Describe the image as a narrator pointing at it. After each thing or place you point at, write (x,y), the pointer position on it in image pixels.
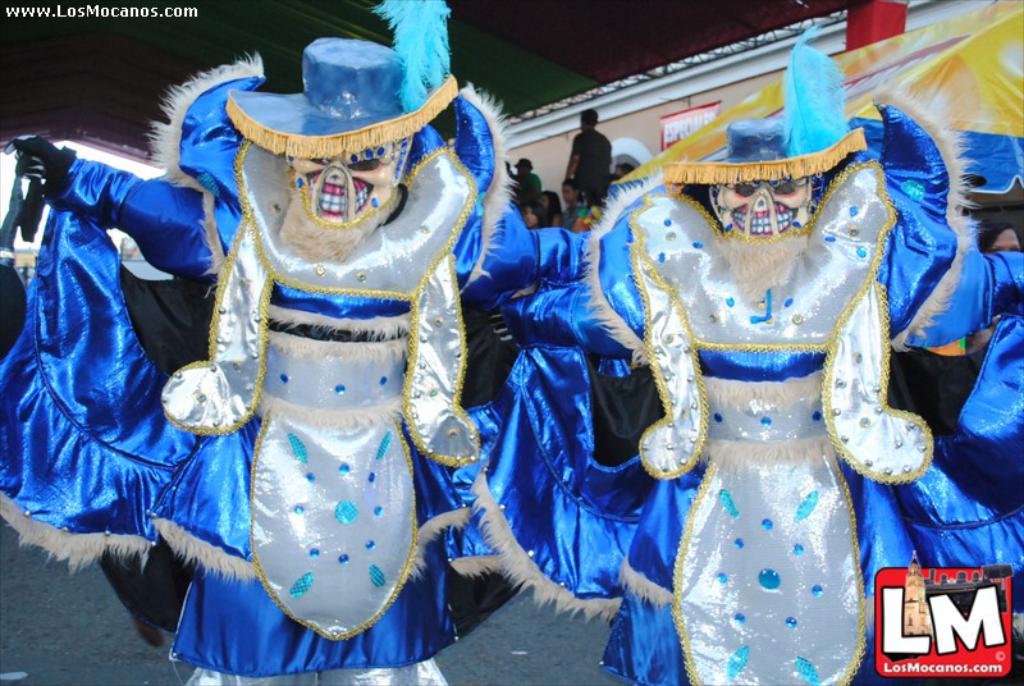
In this picture we can see a few people (797,420) wearing a costume (468,565) and standing on the ground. We can see some people (602,153) at the back (592,128). There are a few canopies (707,140) visible in the background (689,140). We can see some text (671,133) on a red board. There is a text (188,6) visible in the top left (133,13). We can see a watermark (911,601) in the bottom right (896,606).
